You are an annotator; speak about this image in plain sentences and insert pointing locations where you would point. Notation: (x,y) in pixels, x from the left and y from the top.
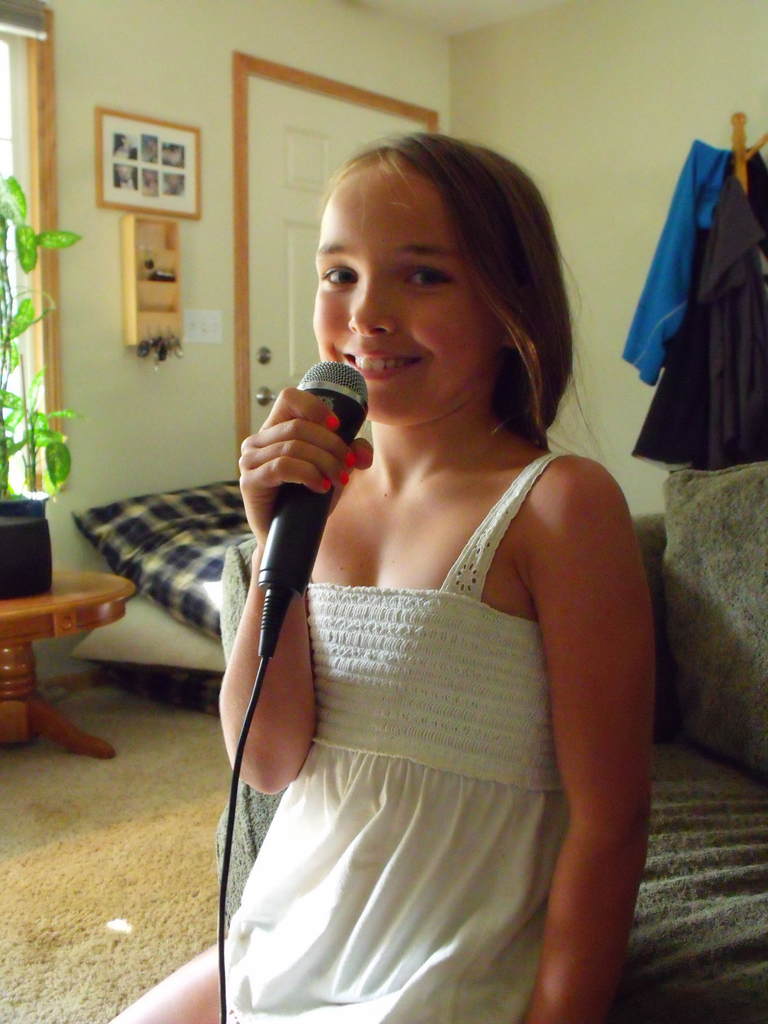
It is a room (453,87) inside the house (331,159), a kid (464,499) is sitting on the sofa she is wearing white color dress (374,903) she is holding a mike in her hand (296,427), she is smiling behind her there are few clothes (706,156), a mattress (176,520), to the wall (201,354) there are few key chains (152,351), a photo frame (102,201), to left side of the mattress (137,572) there is a table (78,604) and there is a plant (30,482) on the table (45,615), in the background (221,98) there is a door (286,105) and a wall (488,63).
